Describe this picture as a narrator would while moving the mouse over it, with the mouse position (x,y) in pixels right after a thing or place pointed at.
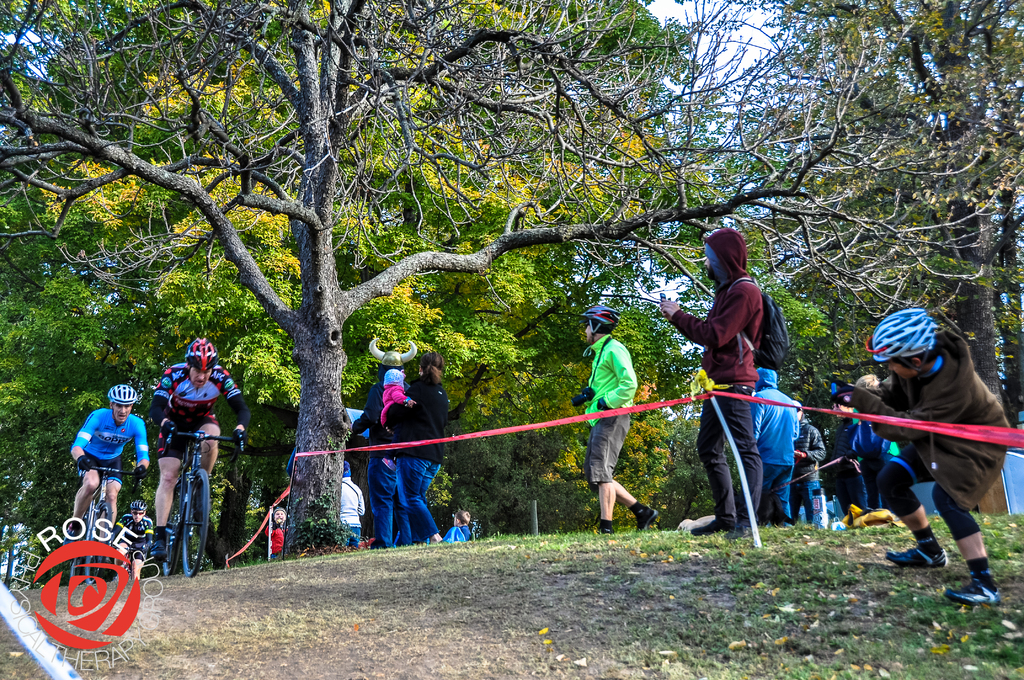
These persons (888,361) are standing. These two persons (183,419) are riding bicycle (124,471) and wear helmet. We can see trees (717,97), sky (759,19), grass (755,663). This person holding mobile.
